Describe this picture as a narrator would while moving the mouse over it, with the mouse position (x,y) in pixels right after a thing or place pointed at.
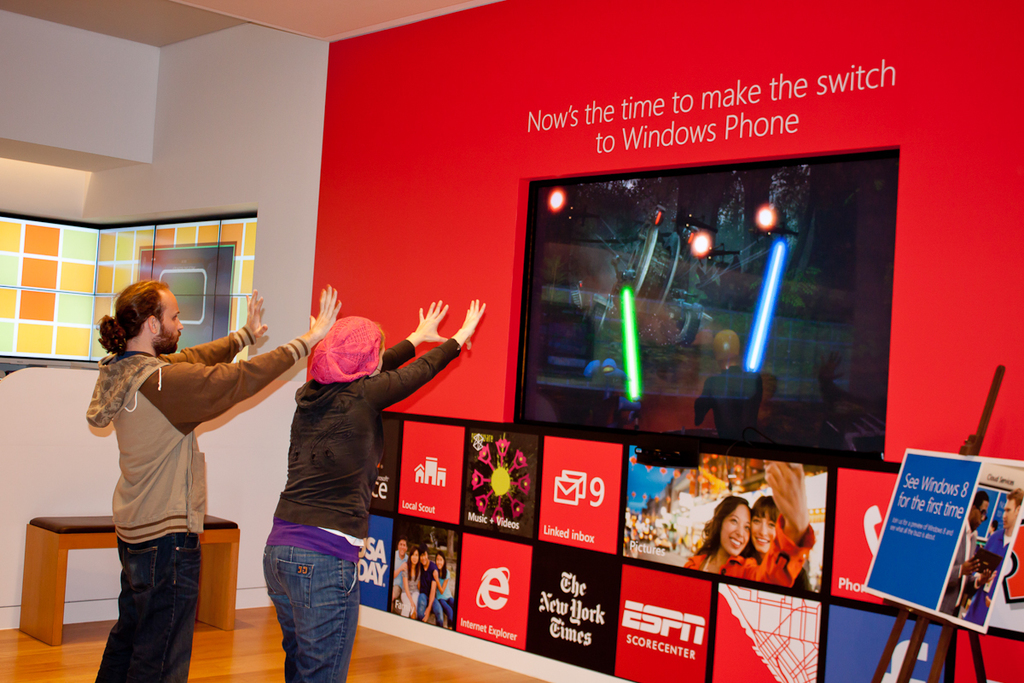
On the left side (252,386), there are two persons (256,360) in different color dresses (349,460), stretching their both hands (471,323) towards a screen (661,297) which is in front of them. On the right side (1020,496), there is a poster (964,617) on a stand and there is a banner (675,536) attached to a white wall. In this banner (768,524), there are different images (715,488) and there are texts (575,534). The background of this banner (912,110) is red in color. In the background (269,83), there is a bench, there is a white wall (233,121) and there is an object (59,305).
